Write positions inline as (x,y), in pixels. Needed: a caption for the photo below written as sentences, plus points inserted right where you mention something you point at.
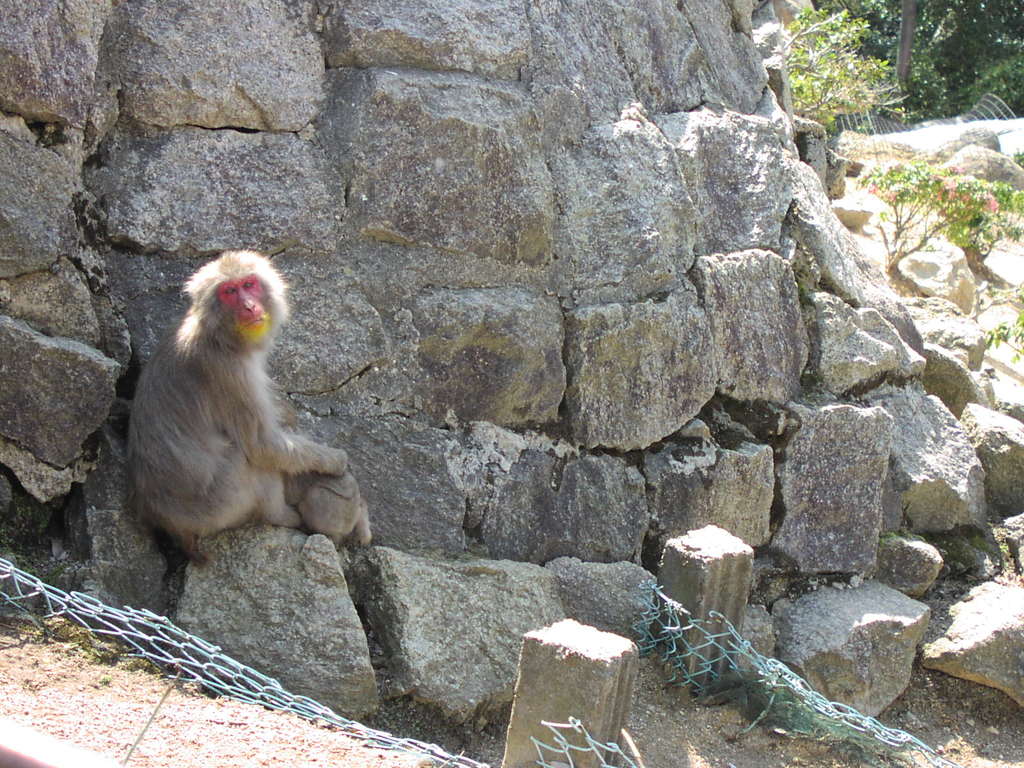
In this image I can see few rocks (830,662), a monkey (162,419) sitting on a rock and the green colored net fencing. In the background (836,62) I can see few trees (880,56) which are green in color.
